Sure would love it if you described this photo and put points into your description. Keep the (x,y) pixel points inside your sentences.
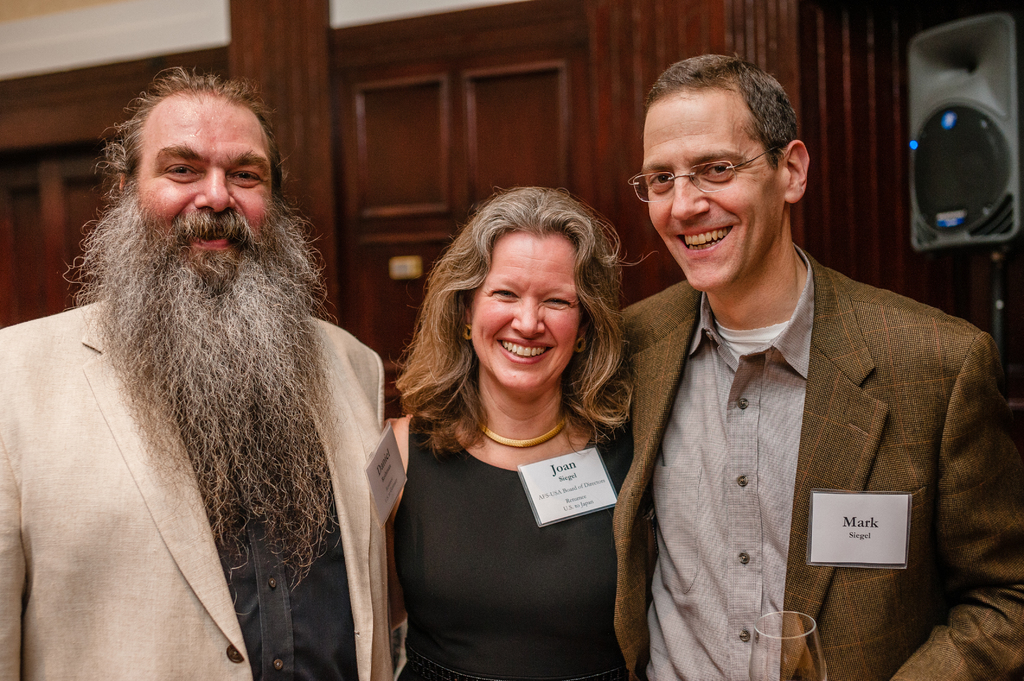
In this picture I can see few people (483,372) standing with a smile on their faces (480,325) and I can see a glass (771,627) and I can see a speaker (977,241) on the top right corner (932,194) and looks like cupboards (90,134) in the back (336,146).
